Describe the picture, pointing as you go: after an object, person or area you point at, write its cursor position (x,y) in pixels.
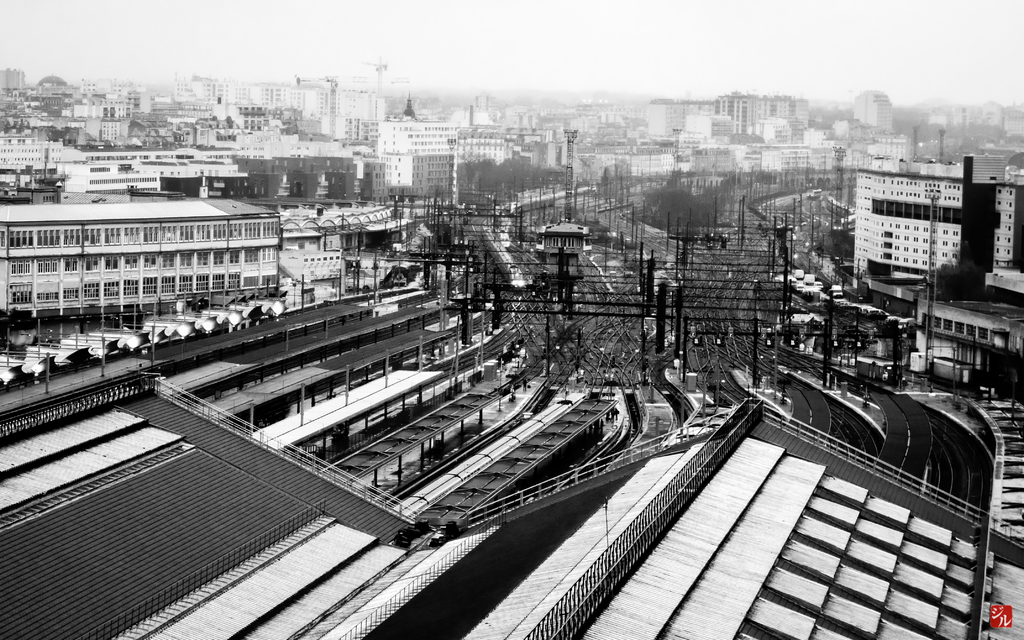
This is a black and white image. In this image there are railway tracks (563,325), buildings (154,253) and electric poles (580,274). In the background (611,106) it is blurred.
